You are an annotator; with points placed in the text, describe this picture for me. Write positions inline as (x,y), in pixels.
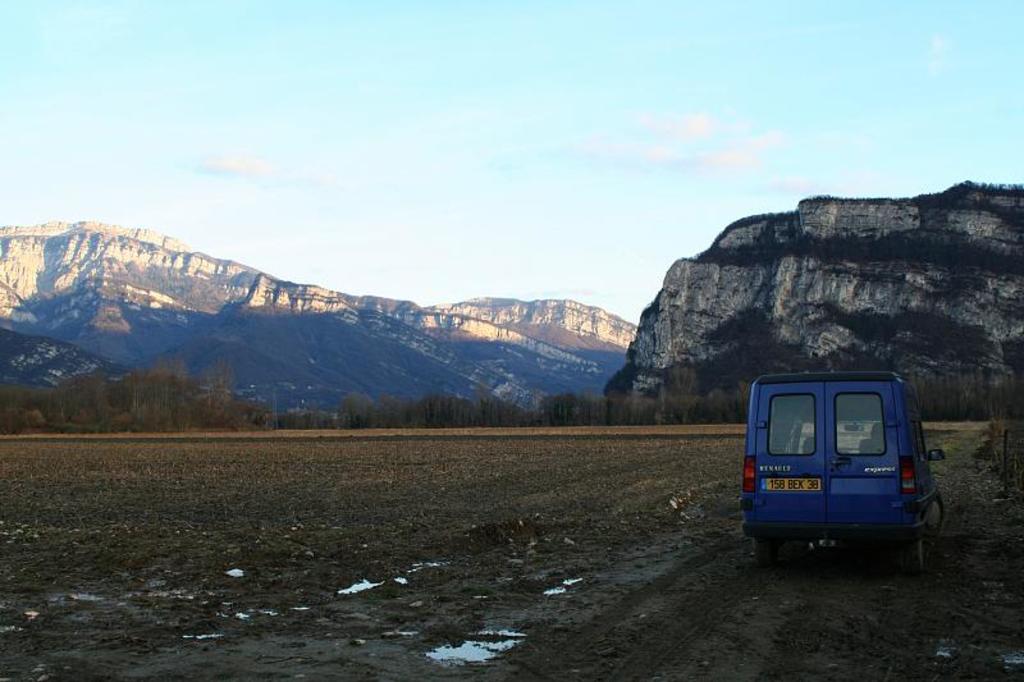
In this picture there is a blue color vehicle (874,459) on a dirt road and there are trees (446,396) and mountains (420,322) in the background (309,330).
